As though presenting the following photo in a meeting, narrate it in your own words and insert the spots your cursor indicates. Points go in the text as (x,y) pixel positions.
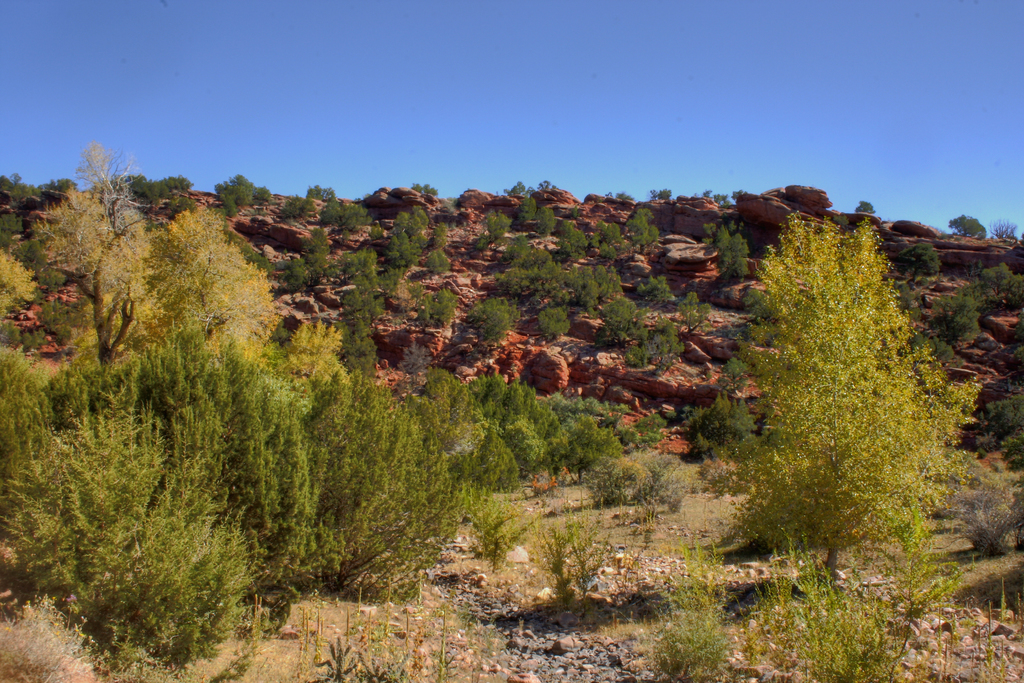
In this picture I can see the mountains (690,368), trees (637,435), grass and plants (1002,526). At the top of the mountain (469,293) I can see some stones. At the top (508,87) I can see the sky (524,81).
